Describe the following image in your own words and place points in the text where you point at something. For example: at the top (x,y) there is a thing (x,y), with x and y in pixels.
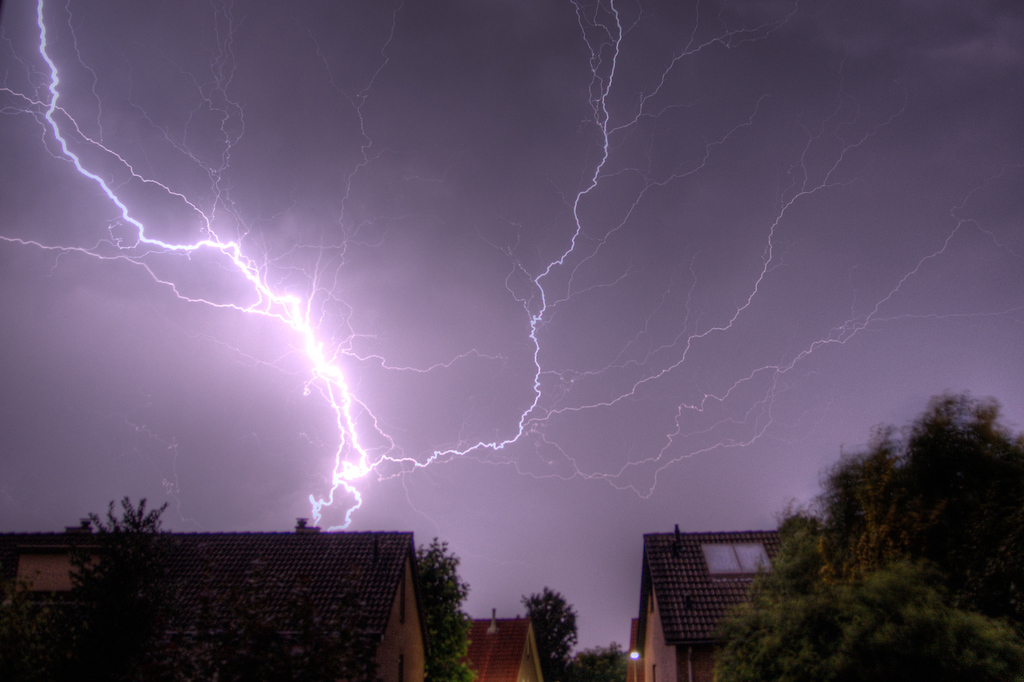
In this image we can see some houses (190,557) and trees (910,555) and at the top (514,187) we can see the sky (421,238) with lightning (53,88).
